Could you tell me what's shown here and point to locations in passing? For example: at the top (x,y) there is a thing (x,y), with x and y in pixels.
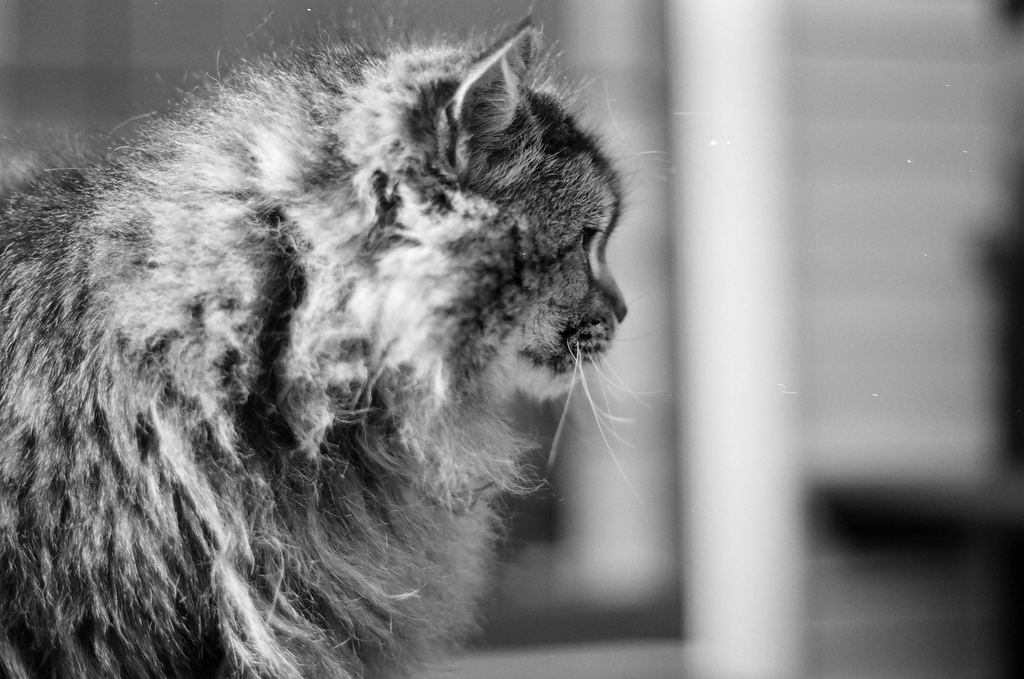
This is a black and white image. In this image we can see a cat (216,462). In the background (973,27) it is blur.
